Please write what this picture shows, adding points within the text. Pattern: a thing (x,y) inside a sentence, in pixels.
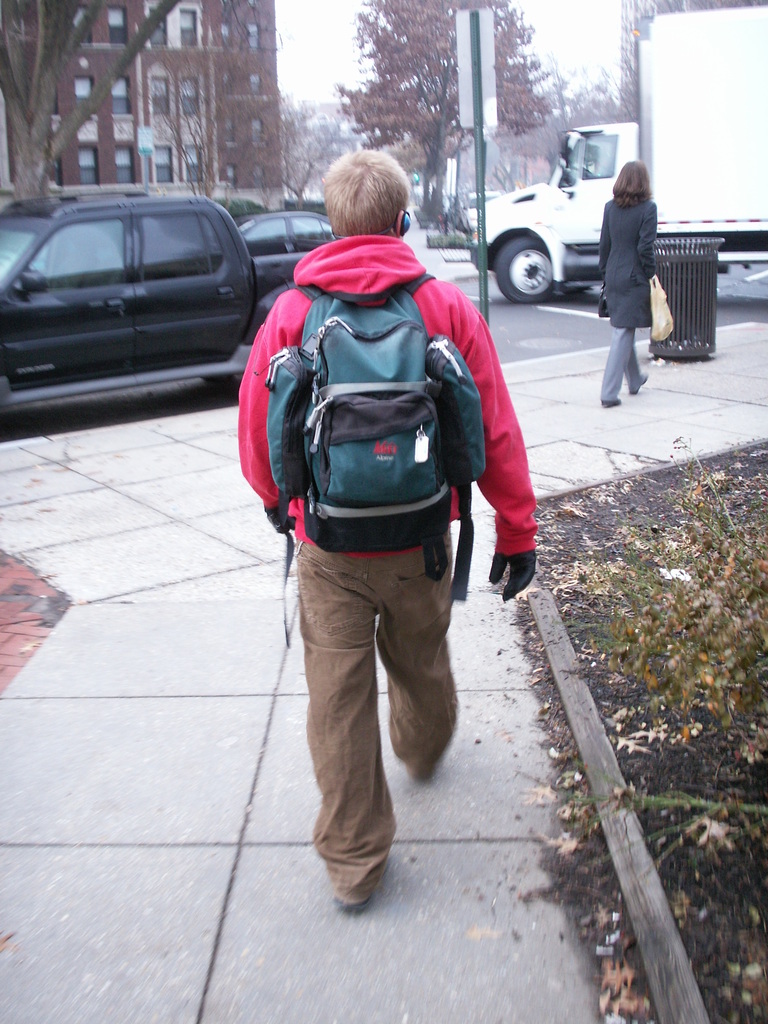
As we can see in the image there is a building (201,80), trees (386,112), cars (196,269), a truck (656,95) and two people (636,229) walking on road (513,347).
